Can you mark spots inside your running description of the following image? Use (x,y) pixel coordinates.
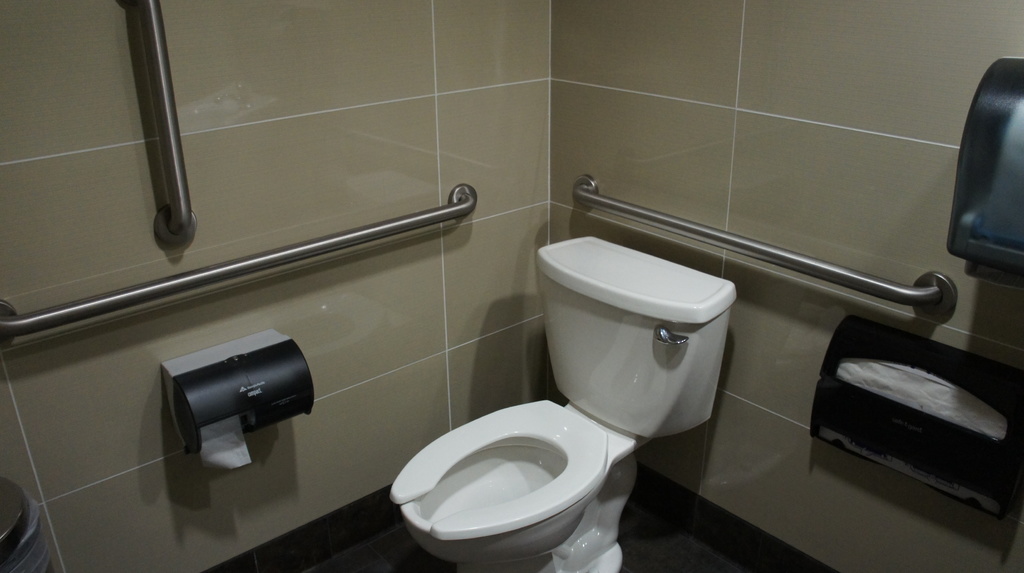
There is a toilet (522,440) with flush (562,393). On the wall (201,217) there are handles (163,236). On the right side (853,386) there is a toilet seat tissue (914,404) with holder (935,414). Also there is another tissue holder (244,387) with tissues (237,422) on the wall (318,339).
